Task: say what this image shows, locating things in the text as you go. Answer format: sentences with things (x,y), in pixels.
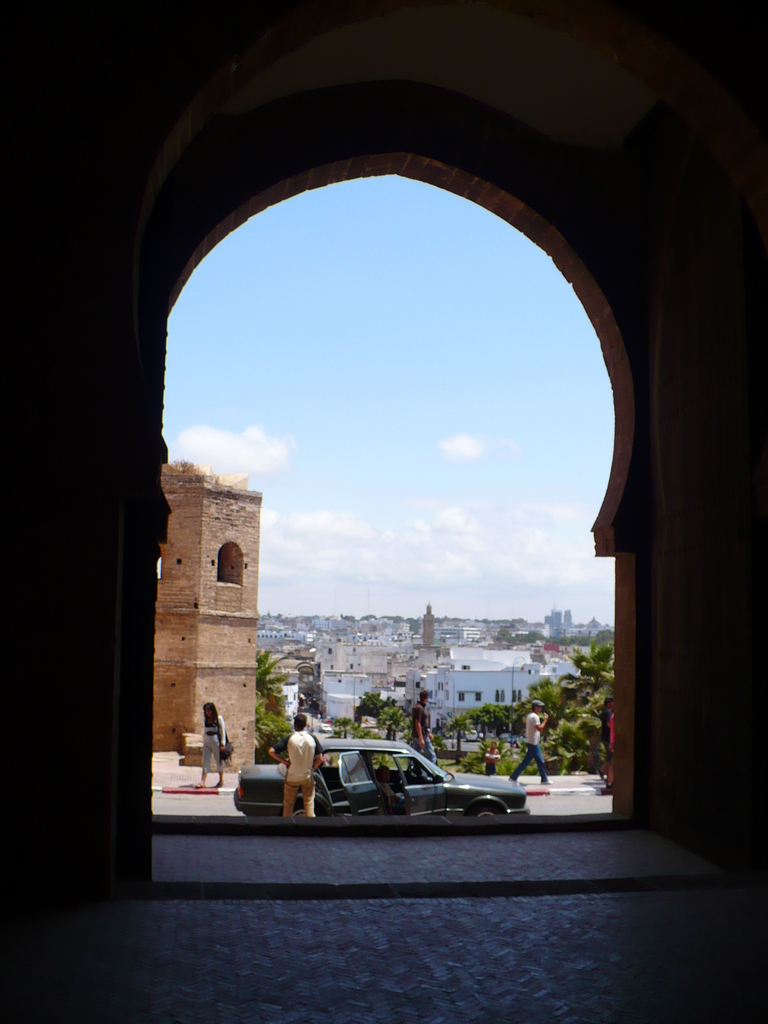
This picture looks like an arch (754,248) from the arch (645,257) I can see buildings (468,672), trees (458,617) and few people (491,764) walking and couple of them standing and I can see a car (473,803) and a blue cloudy sky (410,478).
